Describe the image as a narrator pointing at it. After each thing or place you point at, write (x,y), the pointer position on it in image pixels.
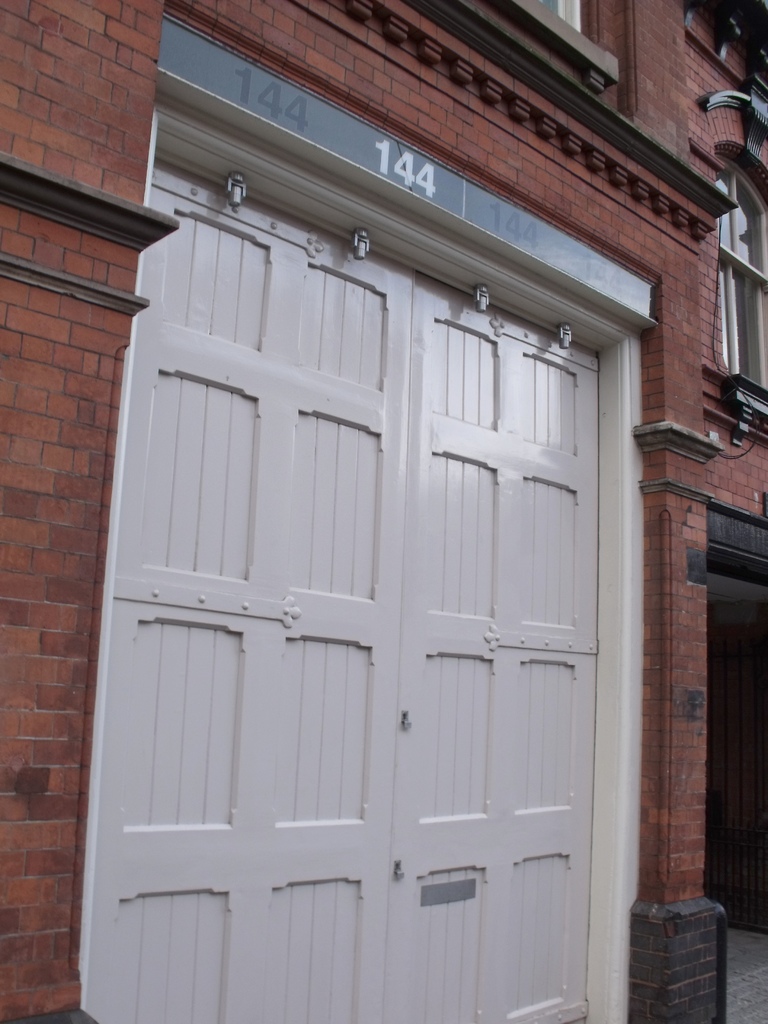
In this image, we can see a building (284,836) with doors (523,521), glass window (742,284), brick wall (54,464). Right side of the image (737,825), we can see a grill (741,875), footpath (748,990).
